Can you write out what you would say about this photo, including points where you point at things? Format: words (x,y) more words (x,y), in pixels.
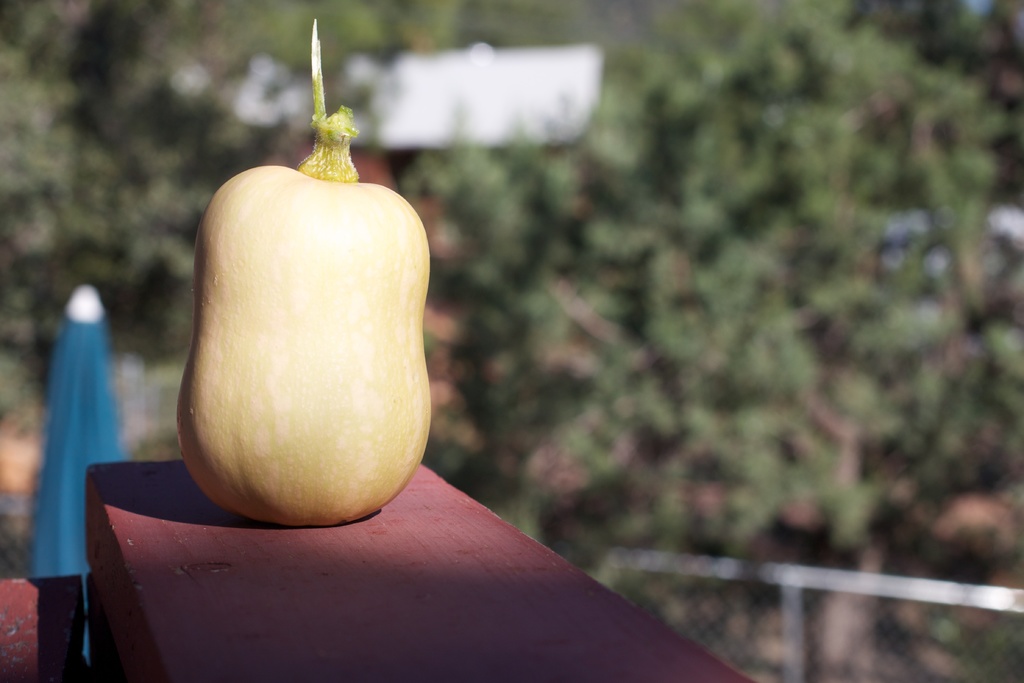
This picture is clicked outside. On the left (320,314) there is an object (339,366) placed on a red color table (179,608). In the background (817,163) we can see the trees (800,275), plants (942,115), net (937,640), metal rods (877,592) and a blue color object (77,405) seems to be an umbrella (80,383).
